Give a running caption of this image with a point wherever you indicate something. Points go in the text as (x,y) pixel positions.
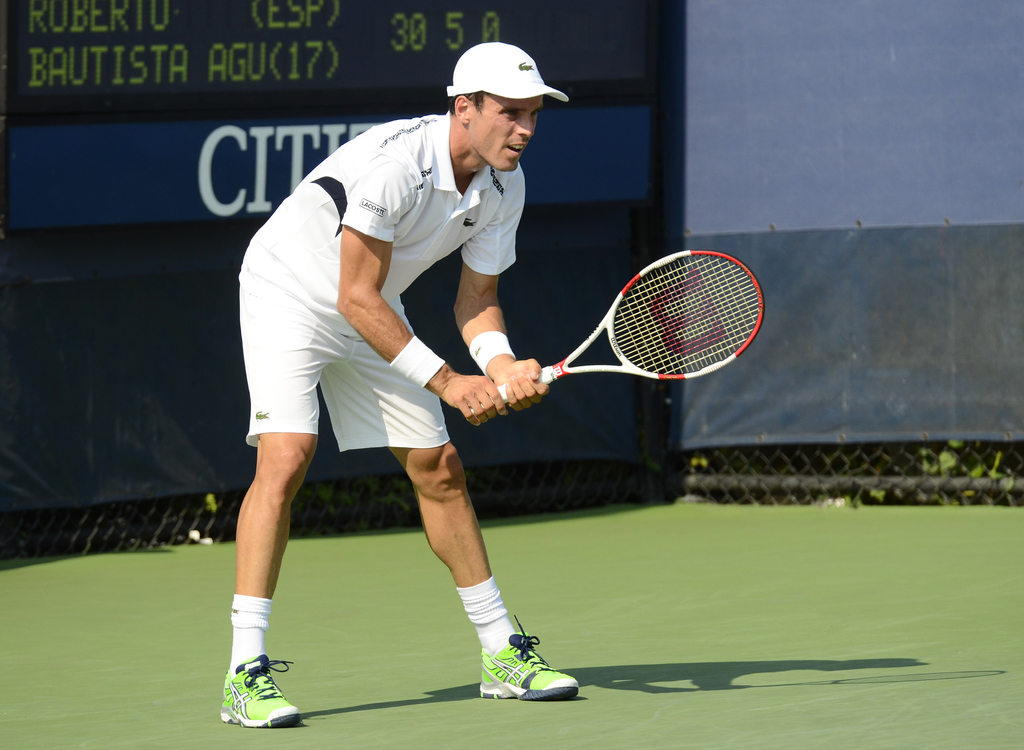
In this image I see a man (513,68) who is standing on the ground (811,525) and he is holding a racket (658,258), I can also see that he is wearing a white jersey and a cap (465,92) on his head (481,109). In the background (543,103) I see few words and numbers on this board (527,45).
